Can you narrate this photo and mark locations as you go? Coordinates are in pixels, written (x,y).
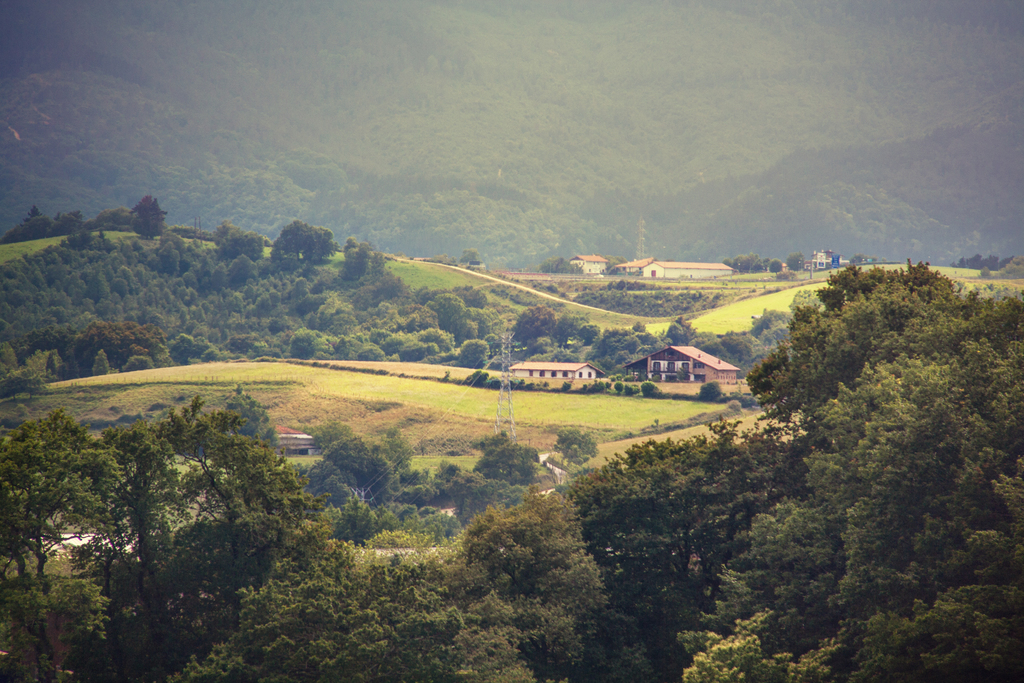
This picture shows trees (569,360) and few buildings (523,368).
